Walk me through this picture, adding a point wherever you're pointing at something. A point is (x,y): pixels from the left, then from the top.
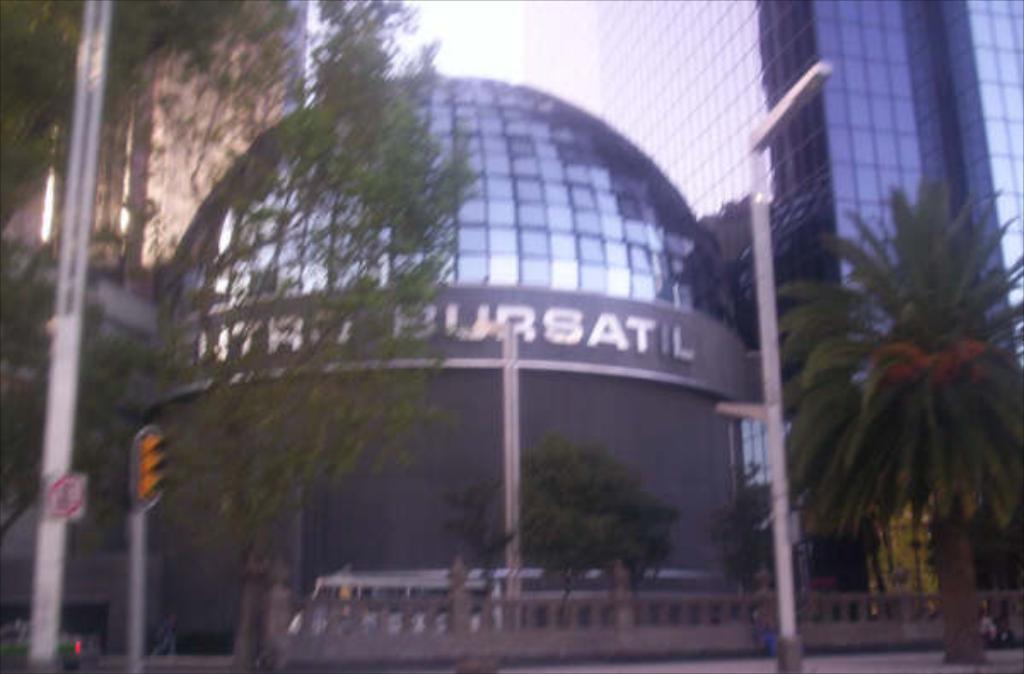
In this image I can see the poles (517,543), trees (245,531) and many buildings (506,148). In the background (484,29) I can see the sky (470,26).
